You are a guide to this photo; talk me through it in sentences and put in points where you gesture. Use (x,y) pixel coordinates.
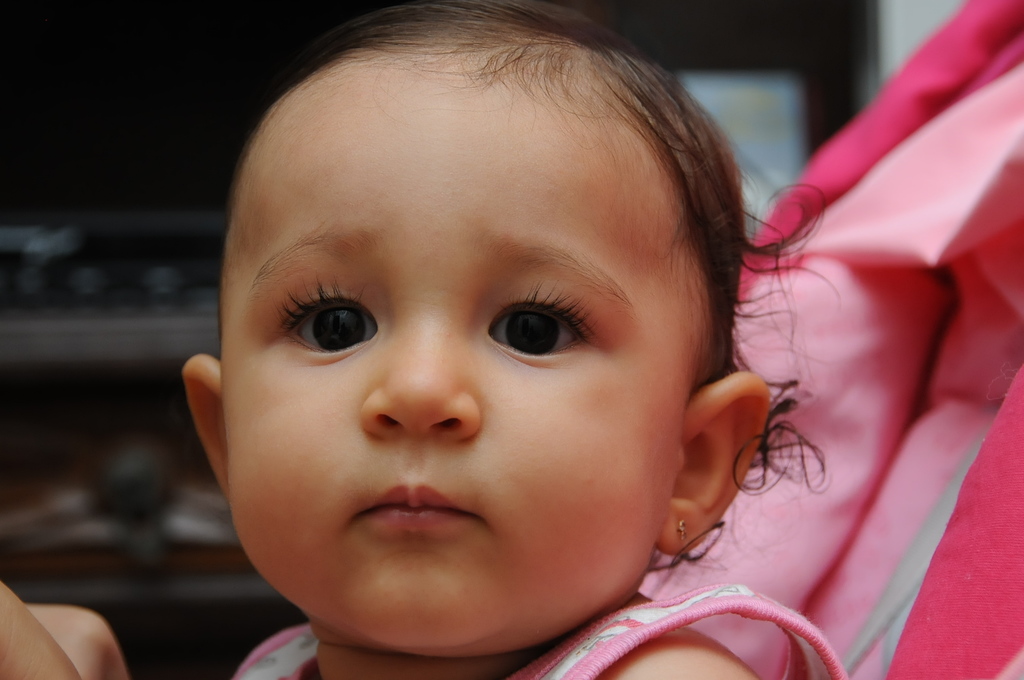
In this image in the foreground (501,288) there is one baby (522,434), and in the background (864,41) there are some objects (70,186).
